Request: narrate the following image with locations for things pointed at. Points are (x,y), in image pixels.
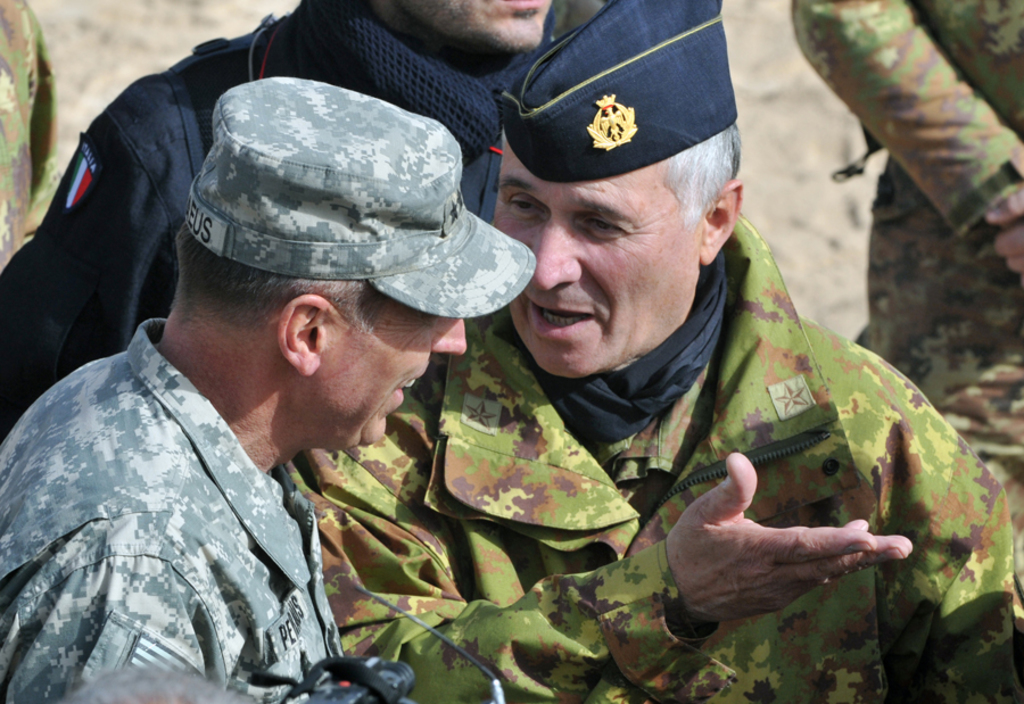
In this picture we can see a group of people (861,499) and two men (674,281) wore caps (316,270) and talking and smiling.
